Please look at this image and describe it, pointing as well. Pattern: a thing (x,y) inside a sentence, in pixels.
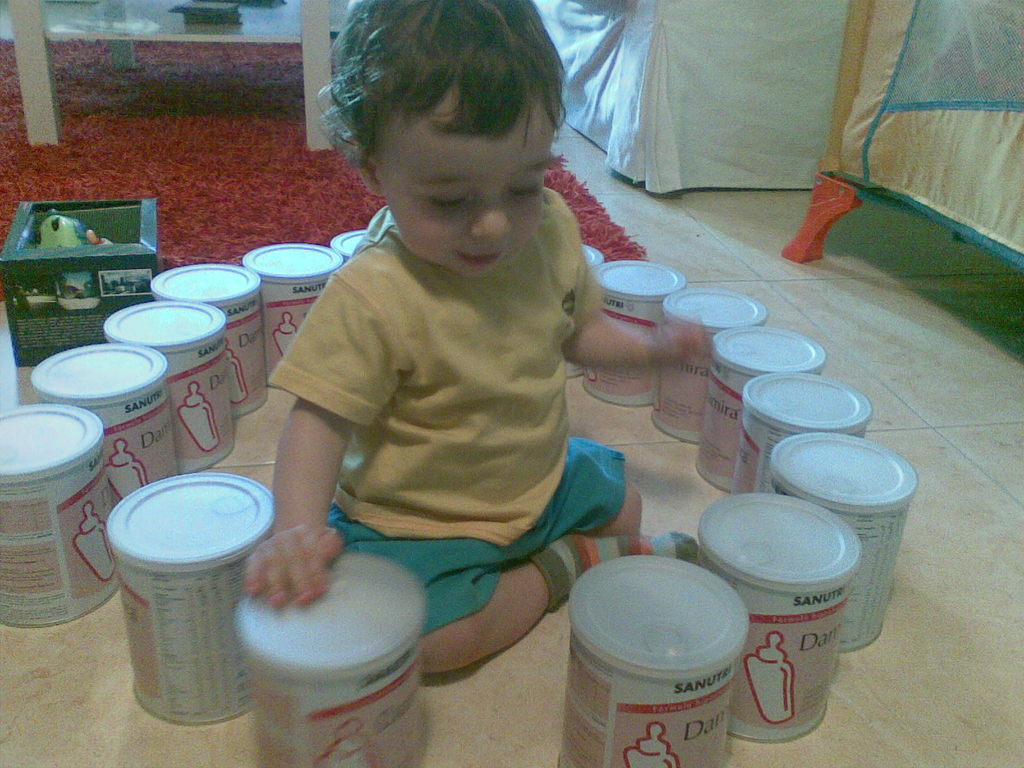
In this image in the center (447,380) there is one boy (447,396) who is sitting and there are some boxes (642,619) around him, in the background (331,165) there is a carpet (110,189) and box (98,219) and some tents (675,146). At the bottom (900,647) there is a floor (109,718).
